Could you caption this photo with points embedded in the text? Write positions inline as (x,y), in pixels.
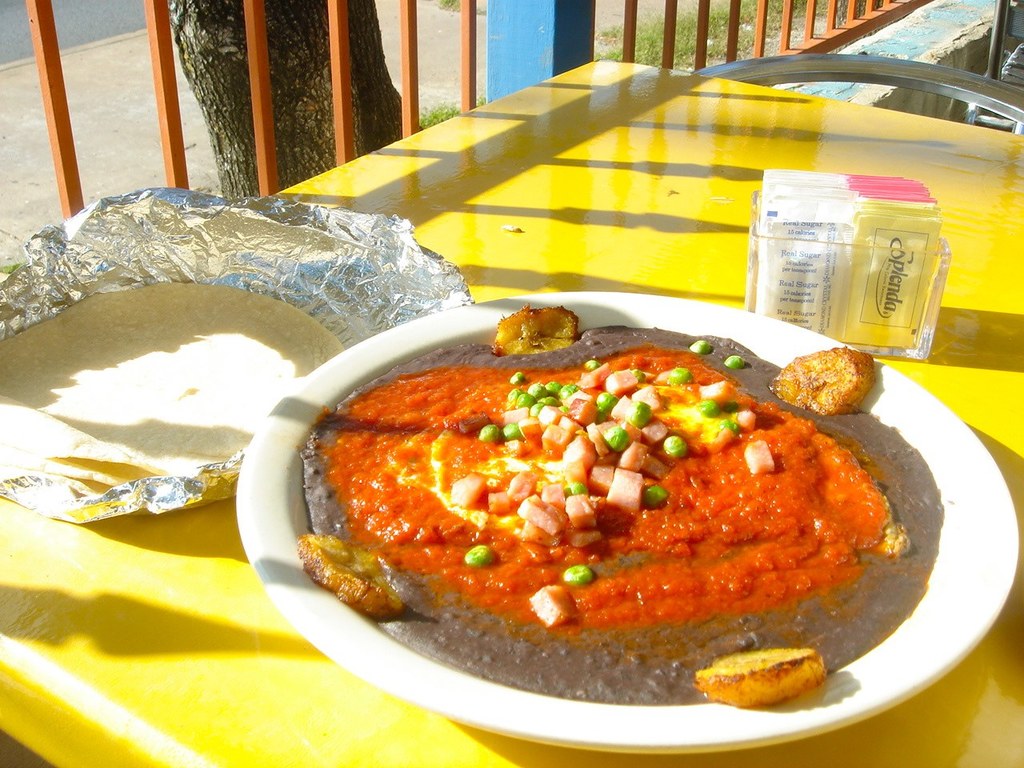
In this image I can see the plate (634,564) with food (699,562). To the side I can see the food (198,288) in aluminium foil (252,265) and some sachets (780,245). I can see the plate (675,712) is in white color and the food (625,610) is colorful. These are on the yellow color surface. In the background (433,66) I can see the railing (266,75), road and the trunk (231,69).
